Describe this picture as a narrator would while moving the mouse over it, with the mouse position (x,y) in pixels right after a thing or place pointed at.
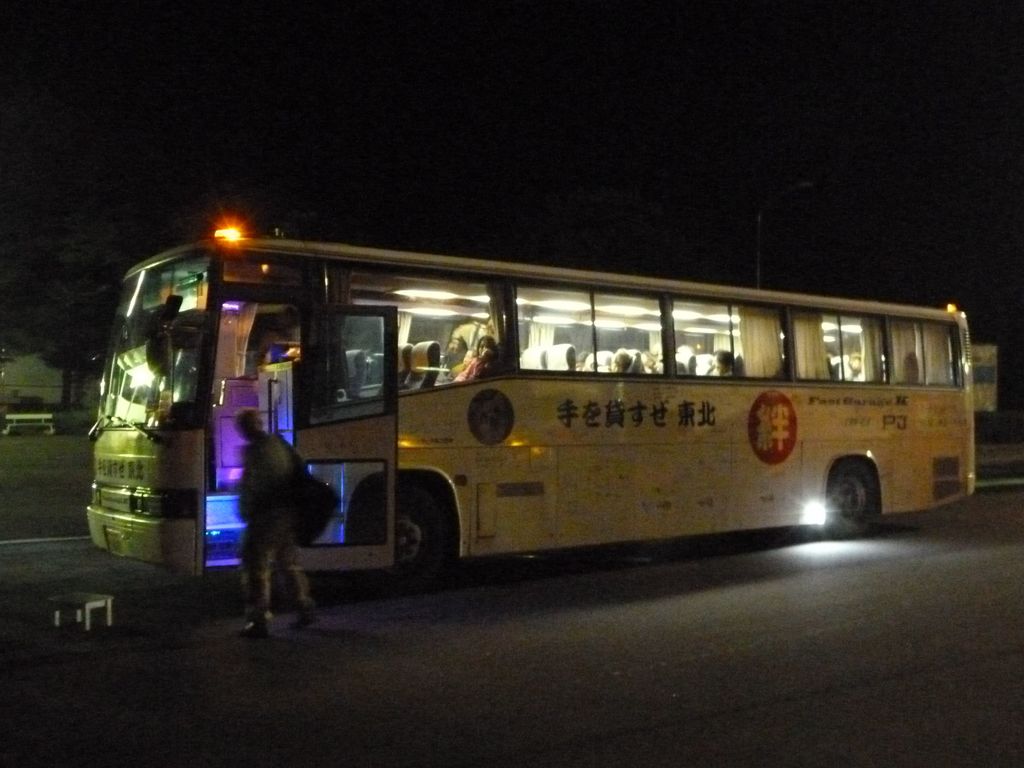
This image is clicked outside. There is a bus (371,360) in the middle (562,369). It is in white color. There are some persons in that bus (485,521).
